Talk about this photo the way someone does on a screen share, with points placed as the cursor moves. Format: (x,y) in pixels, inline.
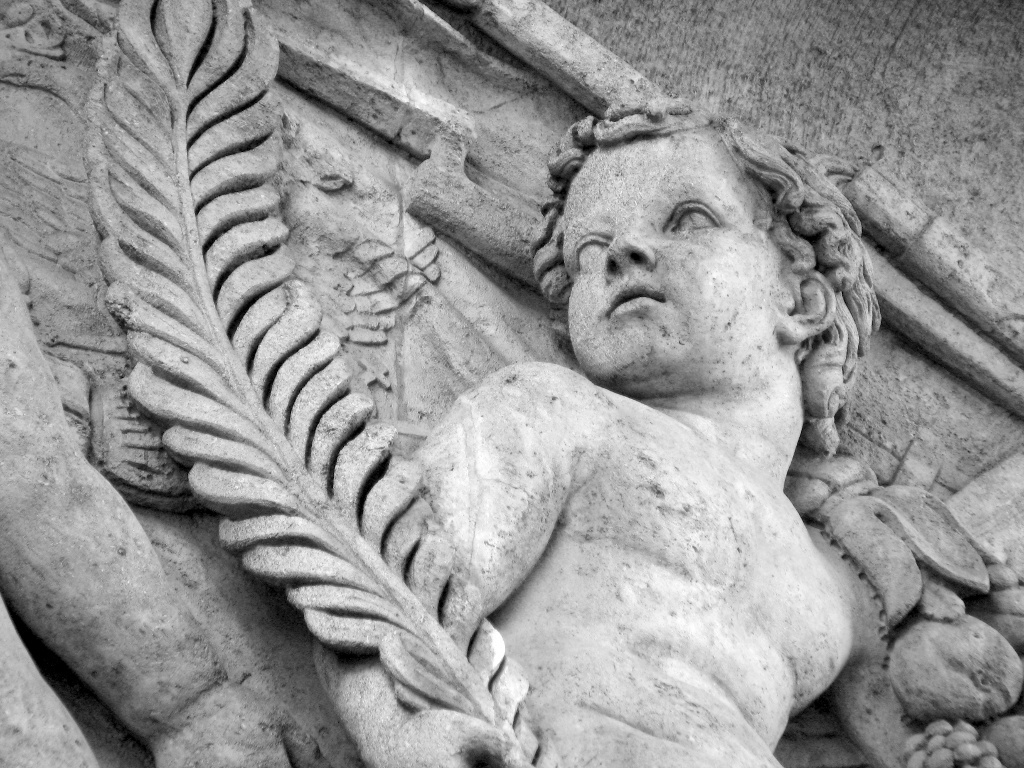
In this image I can see the statues (598,412) of two people (590,545) which are in ash color.
